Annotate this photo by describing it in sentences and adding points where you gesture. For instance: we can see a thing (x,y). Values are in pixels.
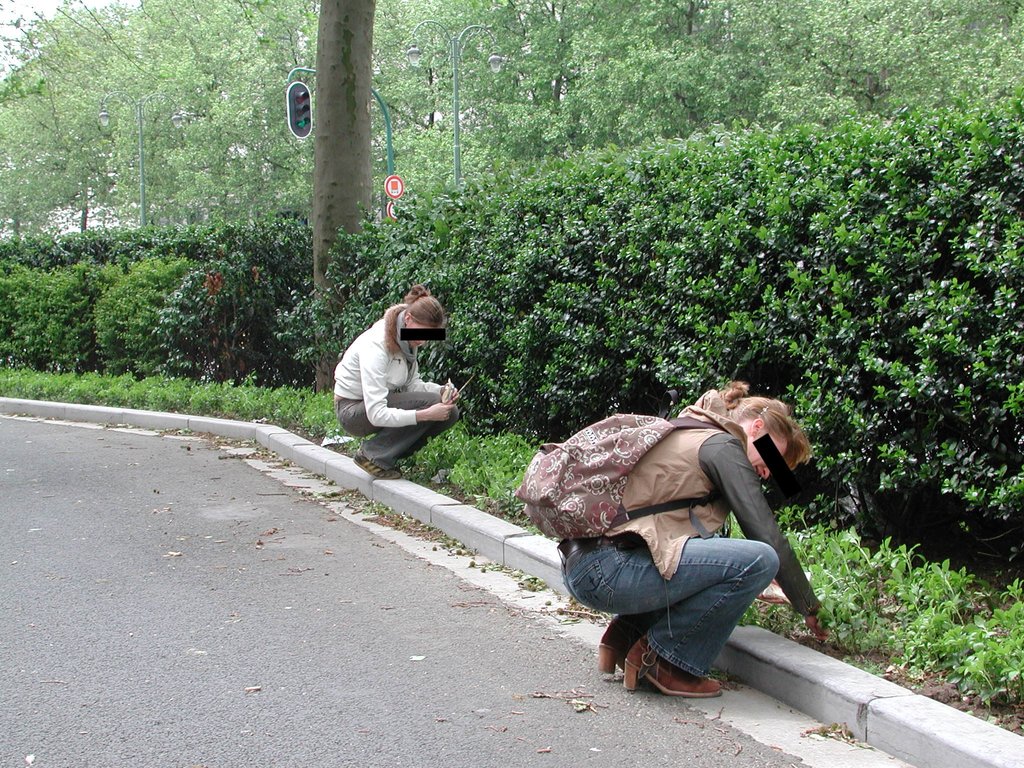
This image consists of two women (632,531). At the bottom (294,631), there is a road (346,627). On the right (774,226), there are plants (973,200) and trees (325,145). And we can see signal light (302,105) to the pole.
